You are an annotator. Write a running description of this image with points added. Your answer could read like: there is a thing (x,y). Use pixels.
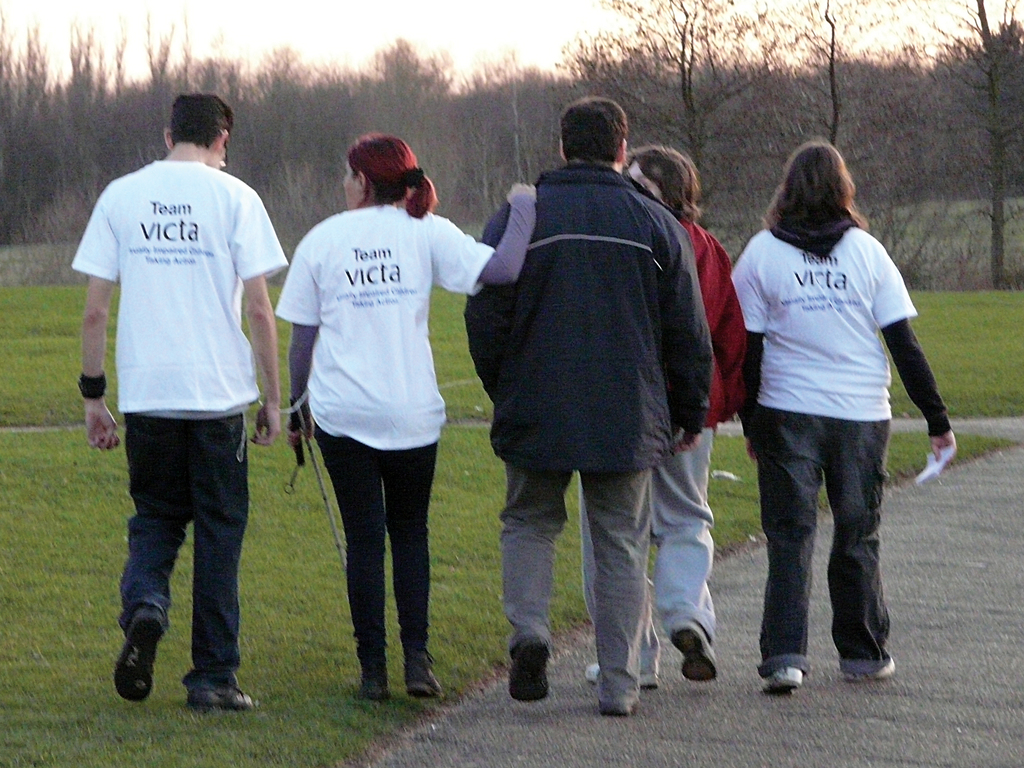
In this picture we can see a few people (118,394). We can see a person (818,313) holding object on the right side (783,579). Some grass (52,415) is visible on the ground (62,757). There are few trees (969,106) in the background (932,186).
